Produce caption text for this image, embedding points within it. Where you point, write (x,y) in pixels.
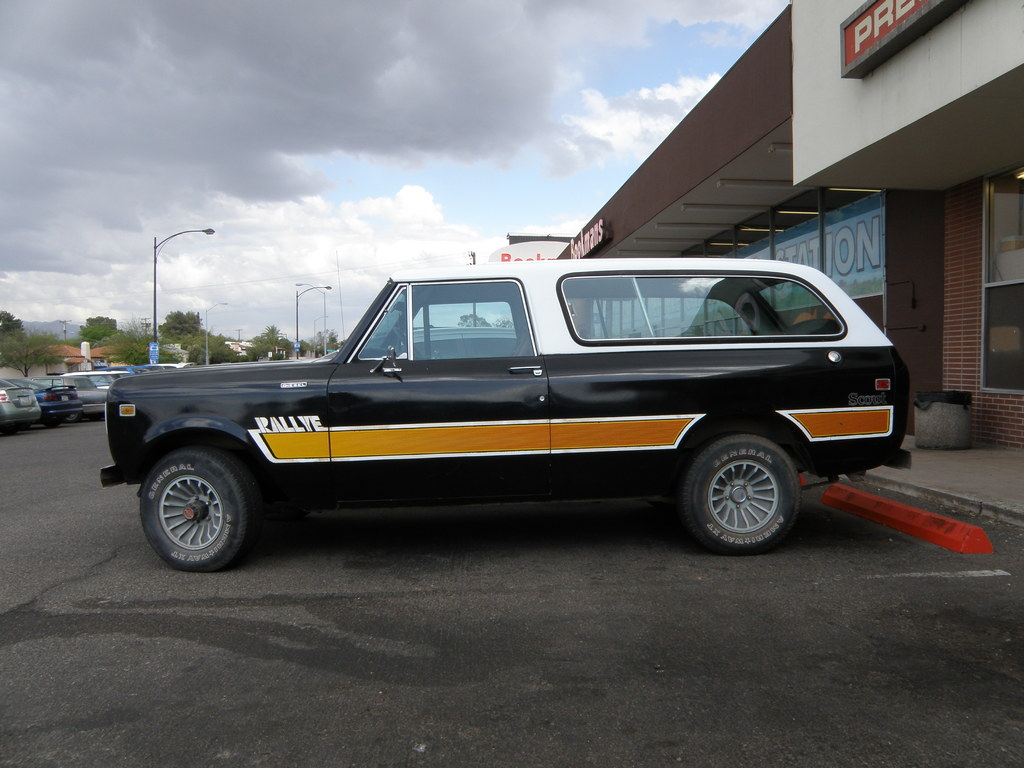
In this image in the middle (523,371), there is a vehicle (516,392). At the bottom (468,651) there is a road (562,651). In the background (846,160) there are buildings (783,187), posters (530,241), cars (7,422), street lights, trees (193,346), sky (362,250) and clouds (414,106).
